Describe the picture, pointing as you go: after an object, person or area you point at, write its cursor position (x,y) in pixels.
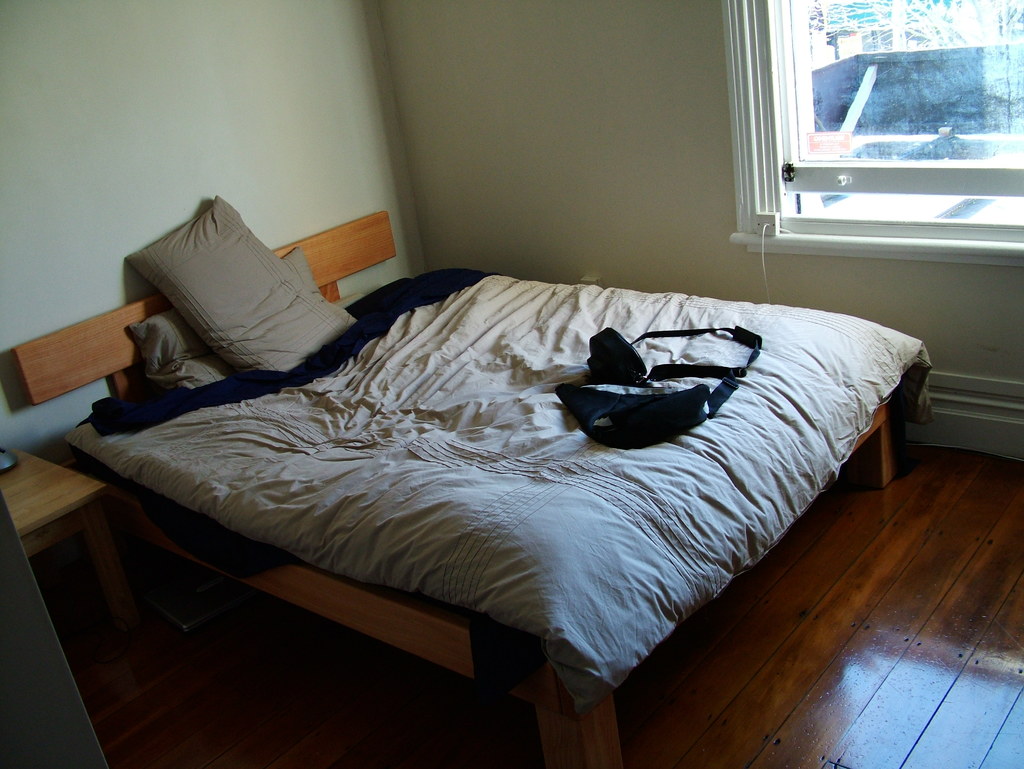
In this image I can see a bed (576,445) and to the right (869,147) there is a window (818,188).
